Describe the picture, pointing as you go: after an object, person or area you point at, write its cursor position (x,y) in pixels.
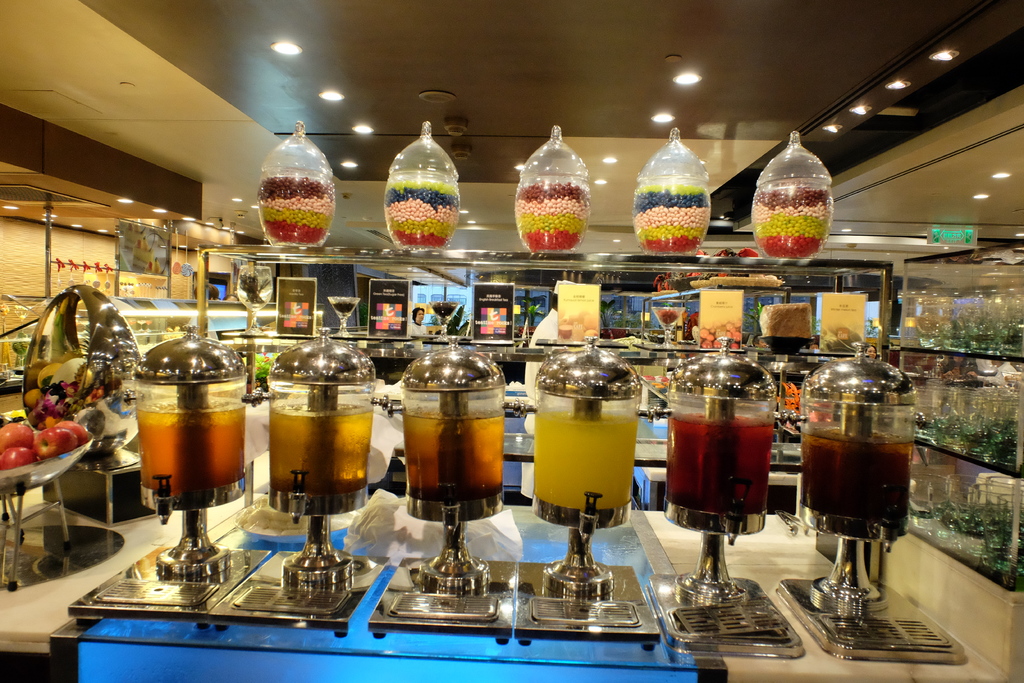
In this image there are some jars (718,410) with juices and jars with some candies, beside them there are some other objects (974,338) and posters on wall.
